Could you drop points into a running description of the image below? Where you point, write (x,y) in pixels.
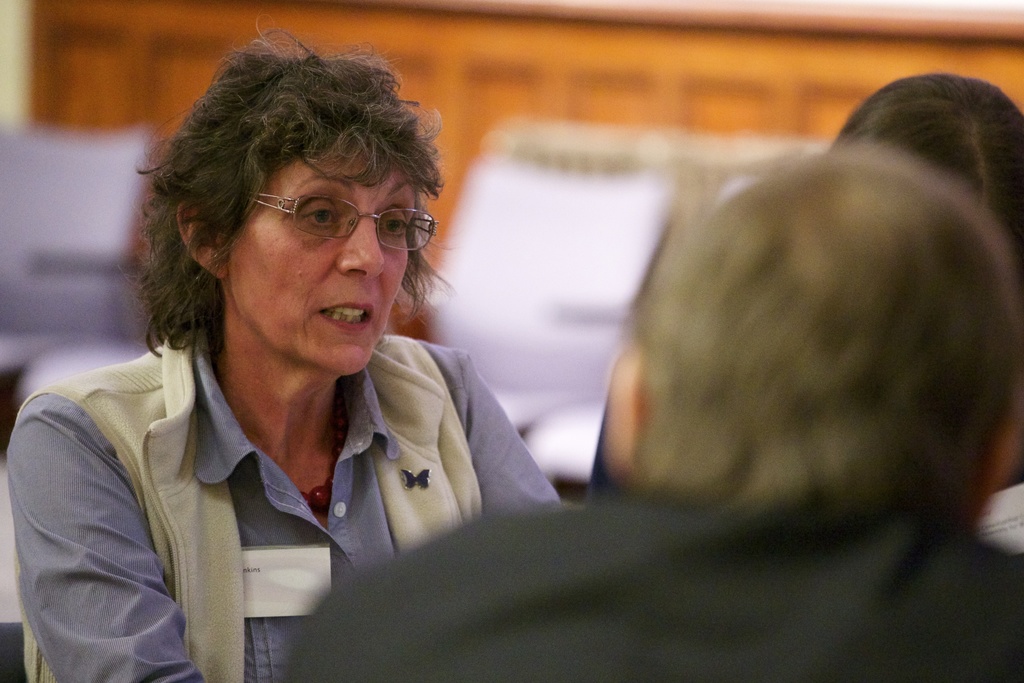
In this picture we can see three people (329,120) and a woman (257,339) wore spectacles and at the back of her we can see some objects (518,237) and it is blur.
